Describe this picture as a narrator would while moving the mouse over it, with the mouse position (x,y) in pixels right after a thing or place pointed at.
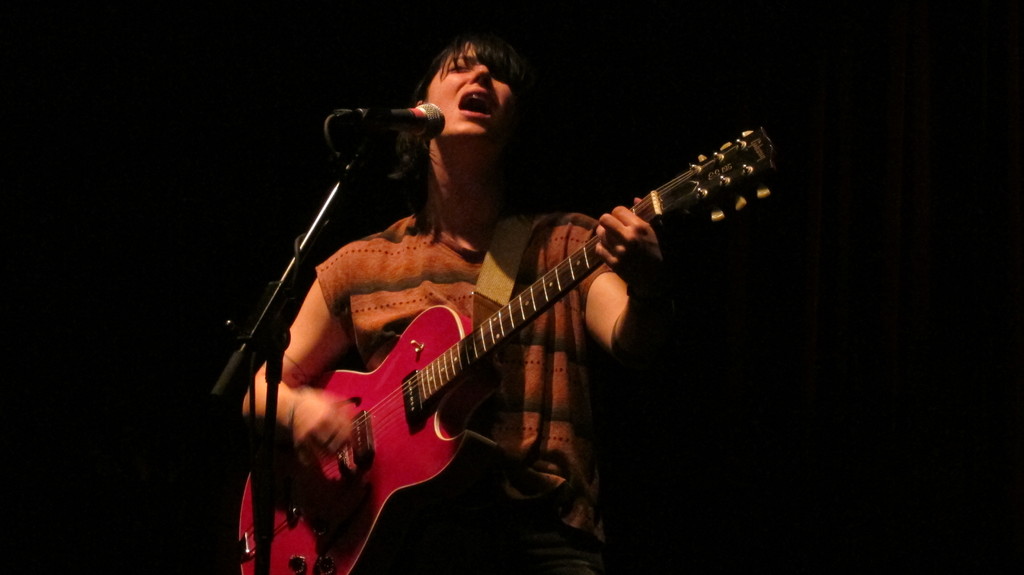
In this image i can see a woman (463,204) is playing a guitar (551,294) in front of a microphone (426,107).
